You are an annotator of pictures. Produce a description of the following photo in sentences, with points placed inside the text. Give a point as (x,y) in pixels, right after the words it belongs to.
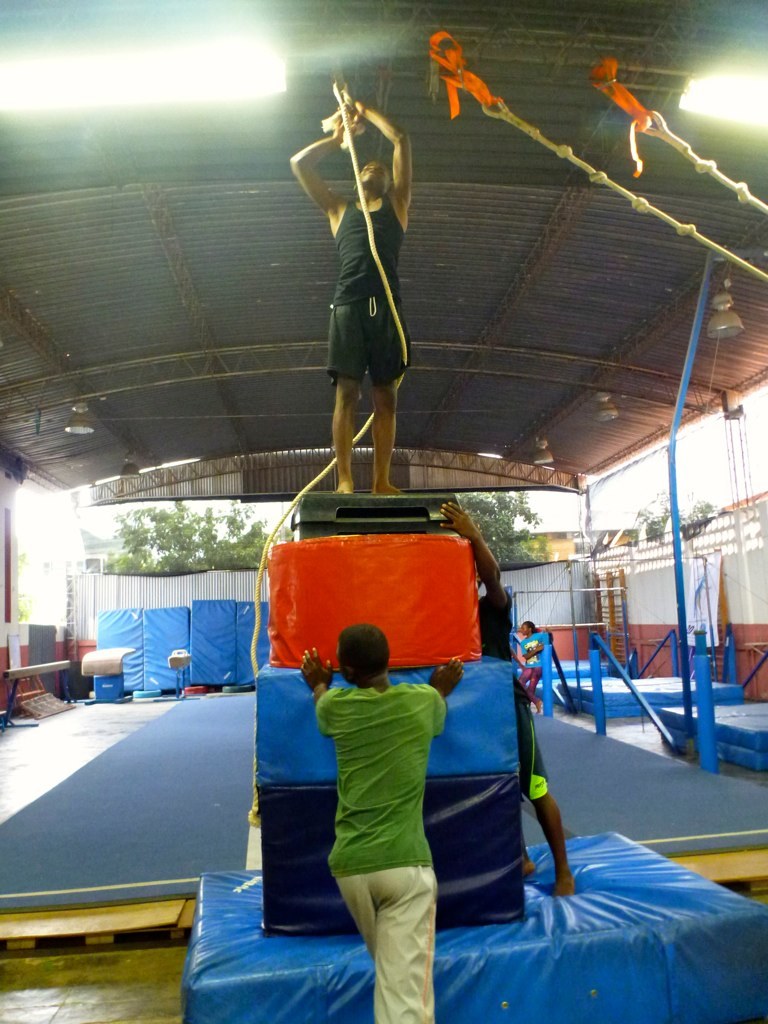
In the foreground of this image (291,760), there are persons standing on the jumping beds (529,942) and there are beds (503,825) one over the other and a man (360,340) standing on it holding a rope (340,108) in his hand (342,129) and we can also see lights (703,118) and ropes (646,125) to the ceiling (569,273). In the background (736,721), there are jumping beds (674,687), poles (688,685), a side wall (164,597), trees (152,535), buildings (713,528) and the sky (621,499).
